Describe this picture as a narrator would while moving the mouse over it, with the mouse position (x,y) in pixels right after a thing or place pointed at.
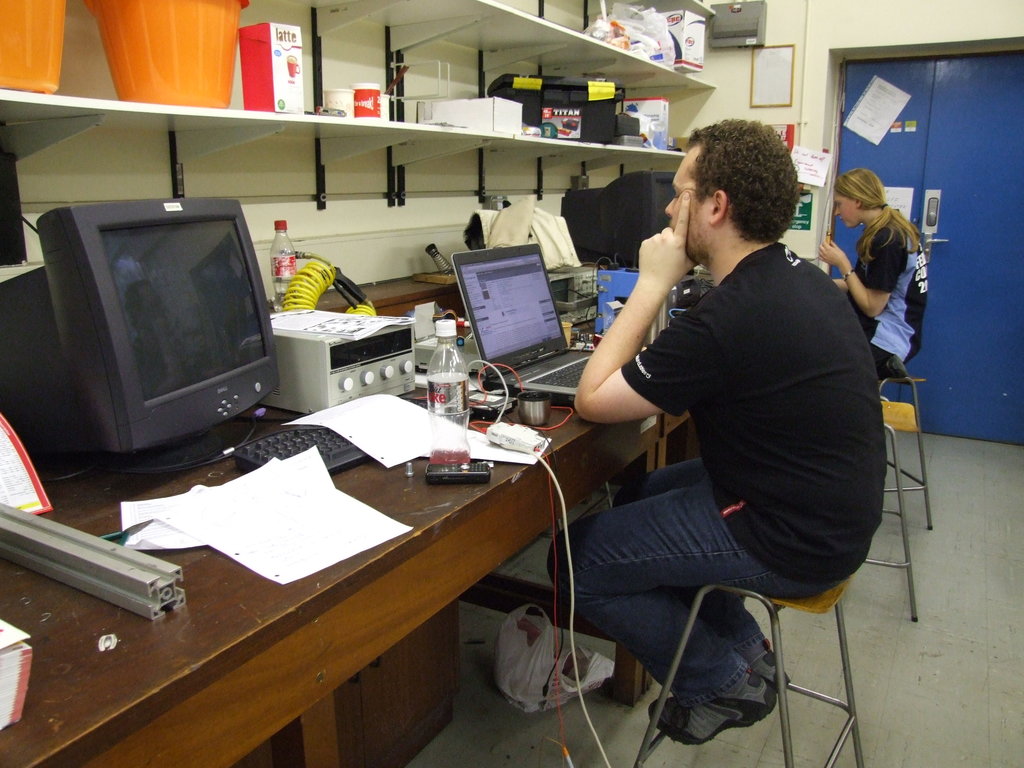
There are two persons (801,302) sitting on a stool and there is a table (400,515) in front of them which has laptops (508,278), desktops (148,361) and some other objects (456,323) on it.
